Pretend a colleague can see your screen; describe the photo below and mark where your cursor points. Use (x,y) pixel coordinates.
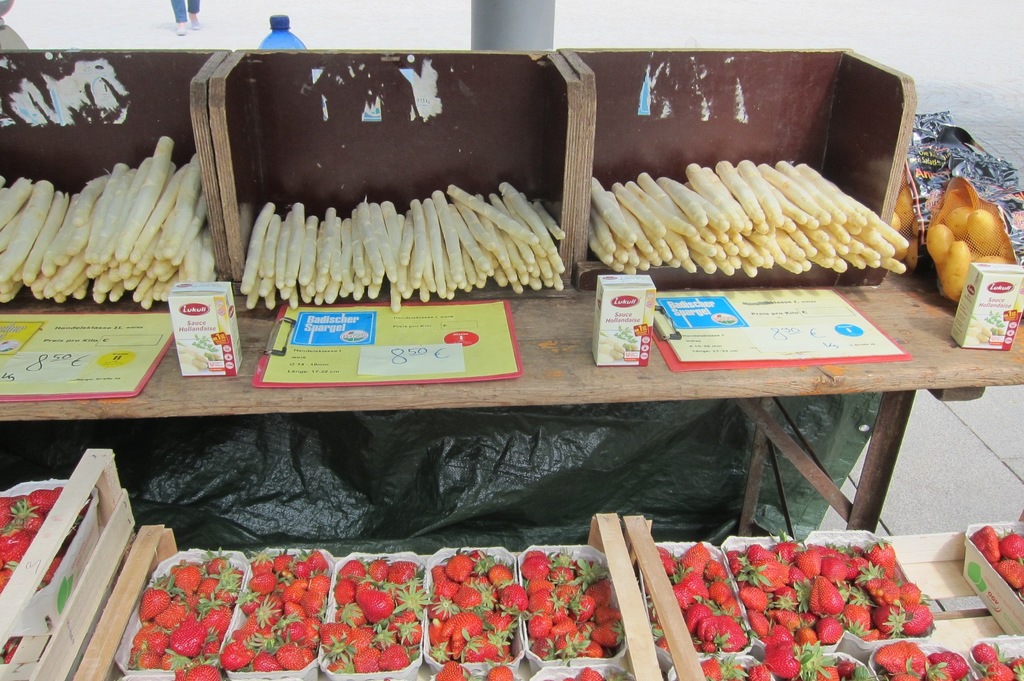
As we can see in the image there is a bottle (287,45) and table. On tables (473,289) there are vegetables (437,278), posters (345,311), boxes (62,612), potatoes (974,258) and strawberries (482,554).
